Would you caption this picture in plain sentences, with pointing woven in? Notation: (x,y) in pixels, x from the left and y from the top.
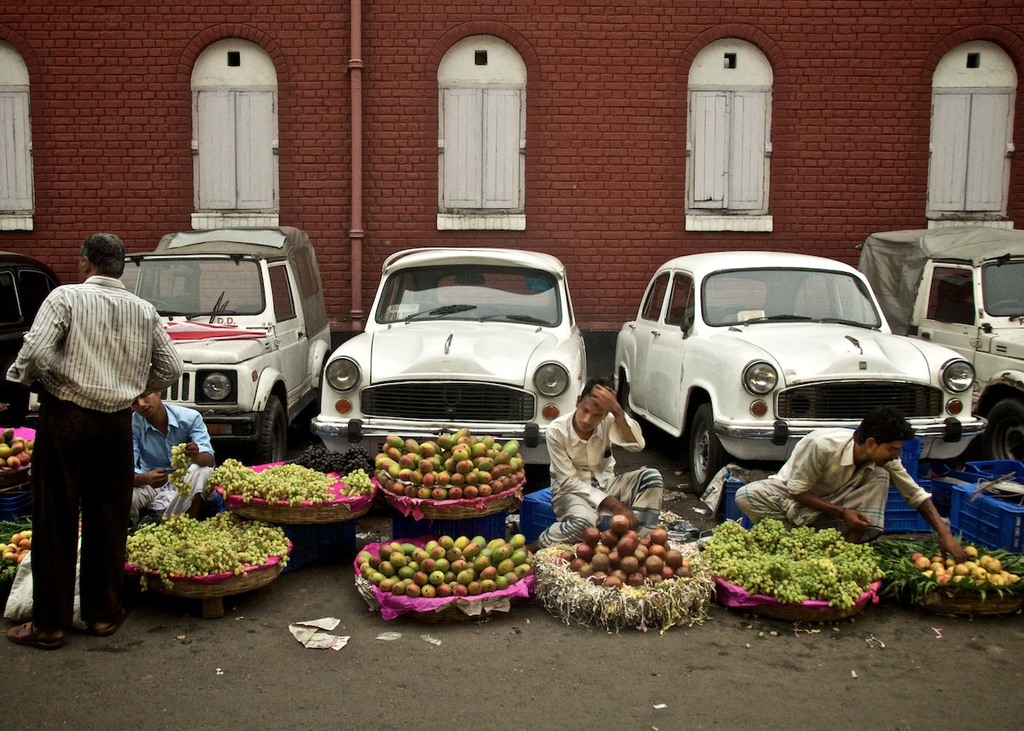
In this image, we can see fruits (512,450) in the trays (289,507) and there are people (17,366) and some are sitting on the stands (740,513) and holding some objects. In the background (451,311), there are vehicles (366,345) on the road (245,452) and there is a building (407,113) and we can see windows (205,157).
